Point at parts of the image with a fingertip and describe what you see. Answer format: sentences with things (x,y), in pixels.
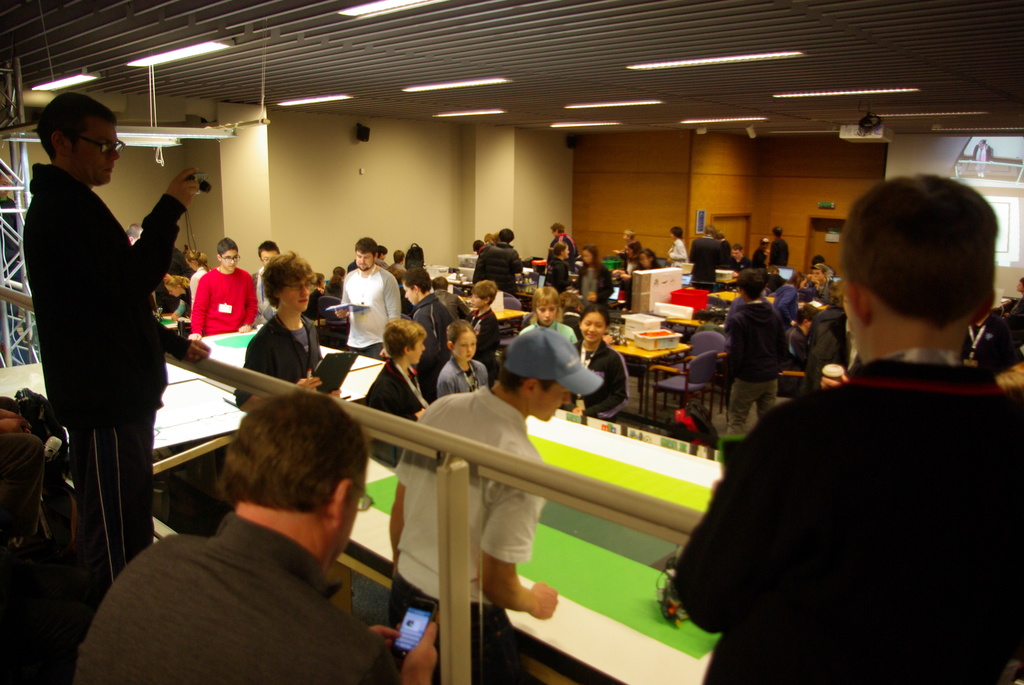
This picture is of inside, seems to be a classroom (590,186). On the right (898,401) there is a boy (900,486) seems to be standing. On the left (98,178) there is a man (95,313) holding a camera (206,184), standing and seems to be taking pictures. In the center (626,303) we can see group of people (479,315) standing and there are many number of chairs (674,366) and tables (692,321). In the foreground (329,490) there is a man (327,659) holding a mobile phone (417,631) and looking into it. In the background (426,148) we can see a wall (383,156) a door (815,230) and a projector screen (993,151) and a projector (870,138).
